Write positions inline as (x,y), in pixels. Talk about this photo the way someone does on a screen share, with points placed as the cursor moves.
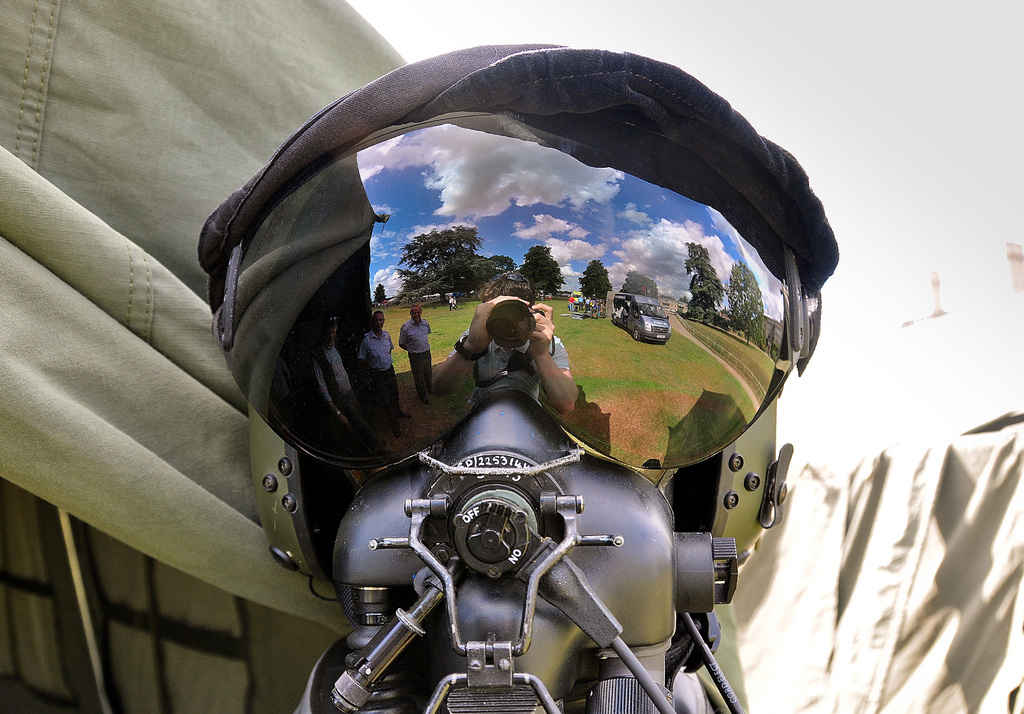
In this picture I can see there is a helmet (656,493), it has a glass (487,348) and a mask (559,674). There are two clothes (104,406) in the backdrop (857,515) and I can see there is a reflection (523,356) of few people (405,336), a truck (650,328), trees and the sky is cloudy.
